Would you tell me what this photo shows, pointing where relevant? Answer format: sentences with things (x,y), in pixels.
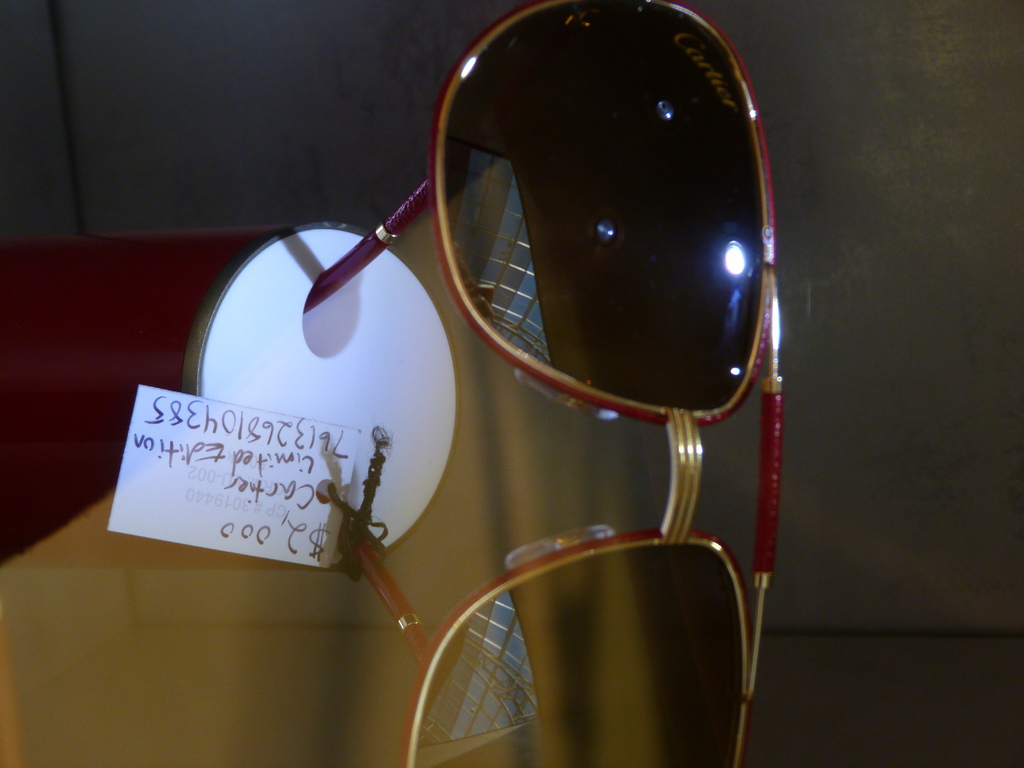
In this image I can see goggles (672,514) which are black, maroon and gold in color. I can see they are attached to the white colored object (409,343) and a white colored paper (274,452) with few words (249,455) written on it. I can see the blurry background (473,498).
